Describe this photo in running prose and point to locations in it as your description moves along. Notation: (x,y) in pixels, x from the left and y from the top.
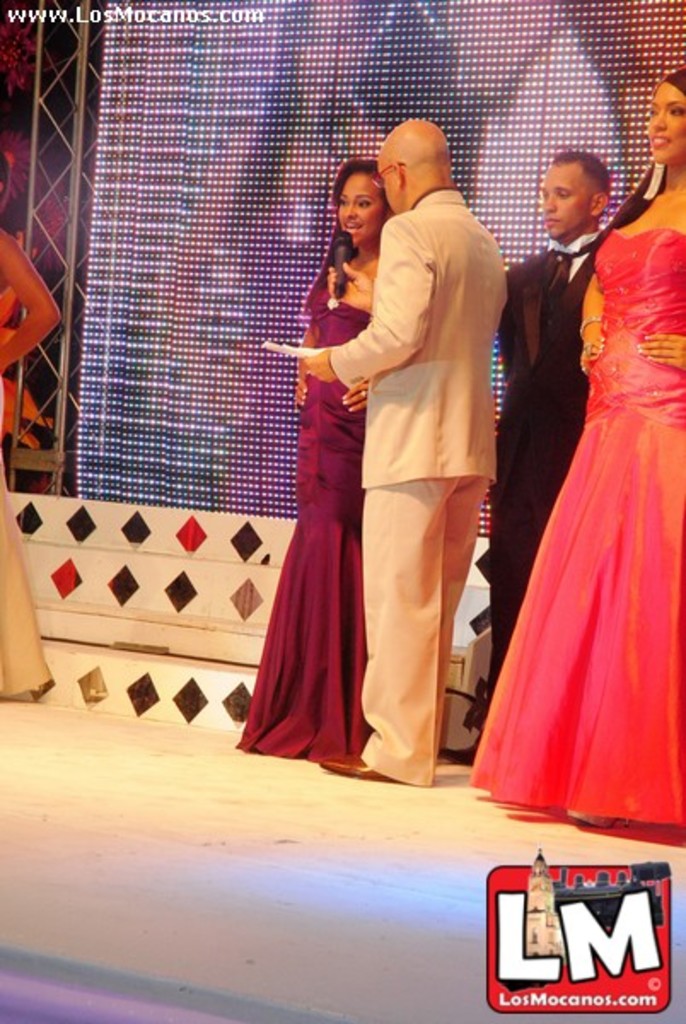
As we can see in the image there are lights (190,385), current pole (50,35) and few people (387,333) here and there. The man (387,311) over here is holding a paper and mics (339,245).
